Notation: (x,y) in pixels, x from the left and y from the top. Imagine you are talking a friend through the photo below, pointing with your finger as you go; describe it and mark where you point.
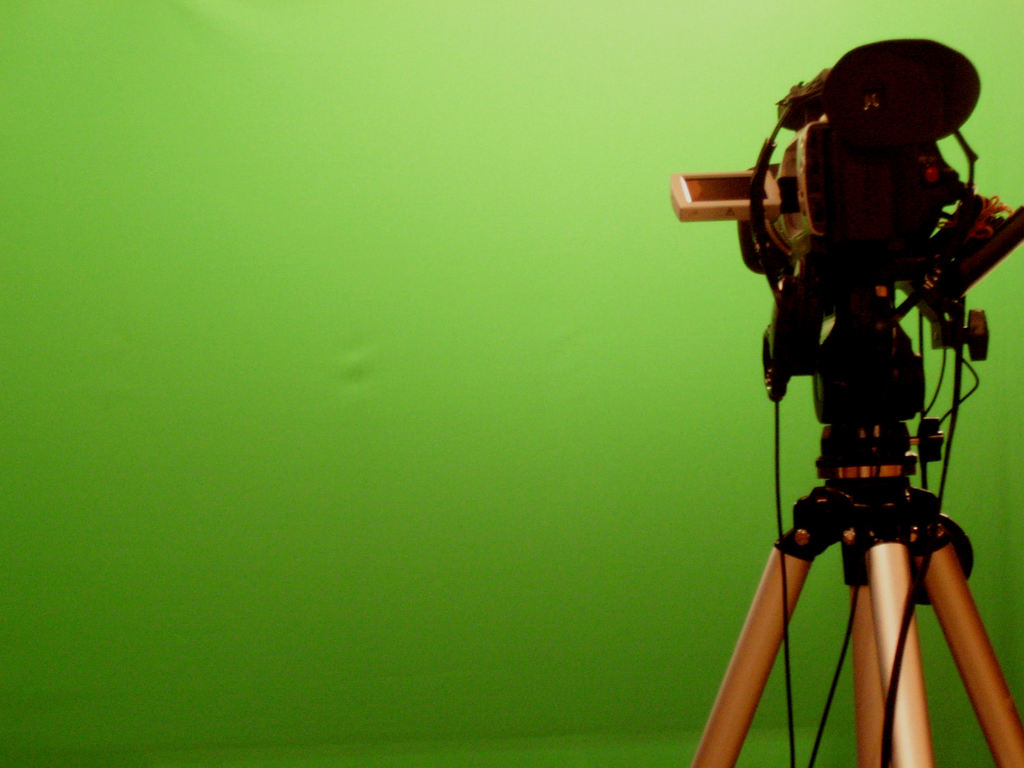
In this image there is a camera (825,153) with stand (857,645), in the background (846,721) there is green cloth (526,386).
